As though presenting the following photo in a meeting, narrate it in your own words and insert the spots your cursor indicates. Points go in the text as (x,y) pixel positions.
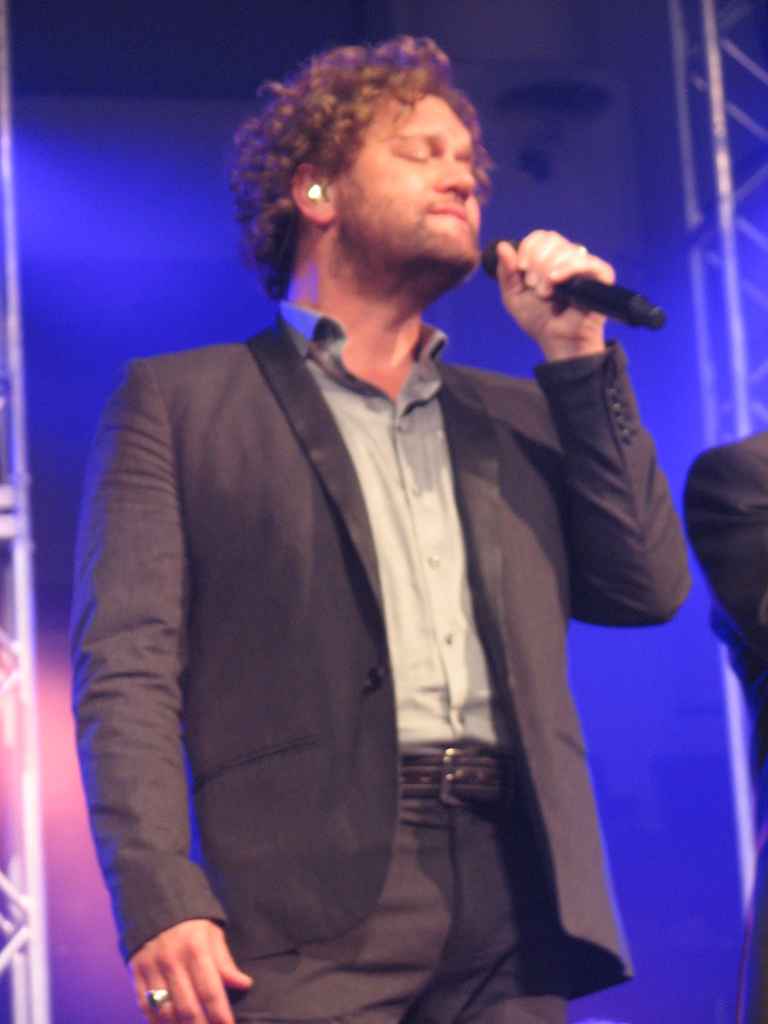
The person (409,612) wearing suit (565,628) is standing and singing in front of a mic (585,287).
